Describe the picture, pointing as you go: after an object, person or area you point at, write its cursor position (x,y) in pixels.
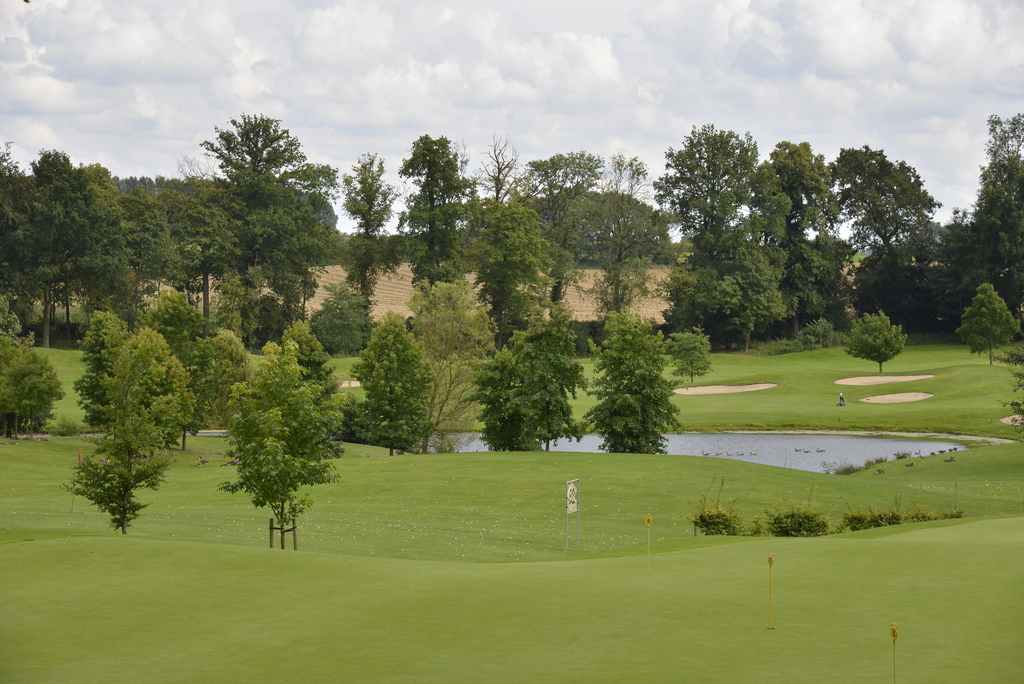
In this image there is grassland (865,500), in the middle (461,448) there is a pond (901,451) and there are trees (399,327) and the sky (400,63).
